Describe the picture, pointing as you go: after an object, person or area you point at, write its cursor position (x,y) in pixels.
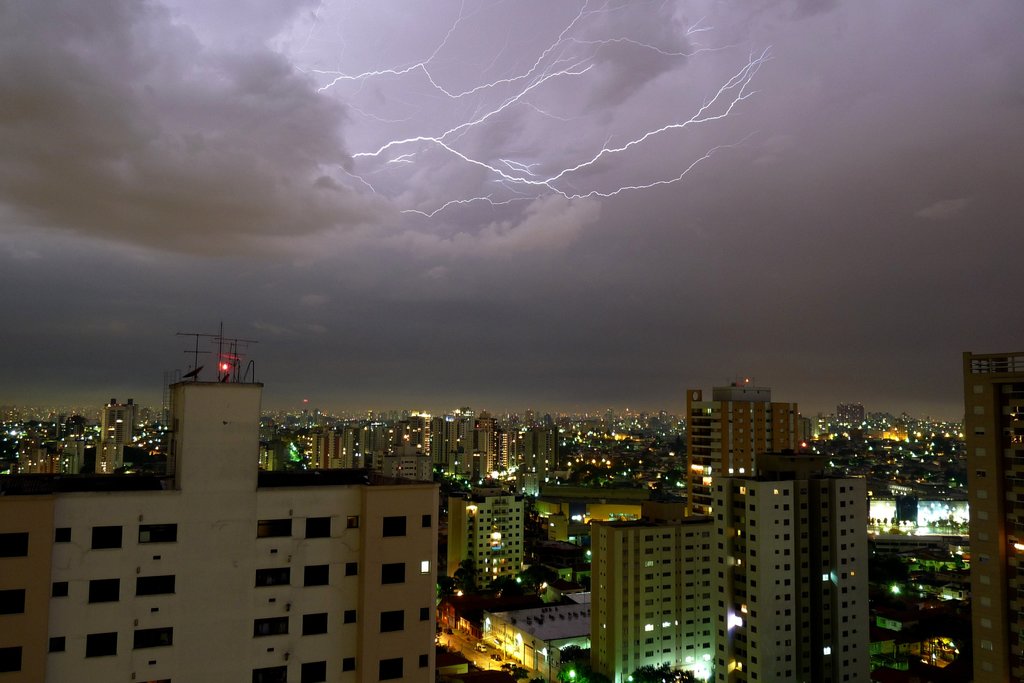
In this picture we can see some buildings (433,577) in the front (230,616). On the top (445,165) we can see some lightning strikes (378,152) in the sky (274,244) and clouds (139,224).
